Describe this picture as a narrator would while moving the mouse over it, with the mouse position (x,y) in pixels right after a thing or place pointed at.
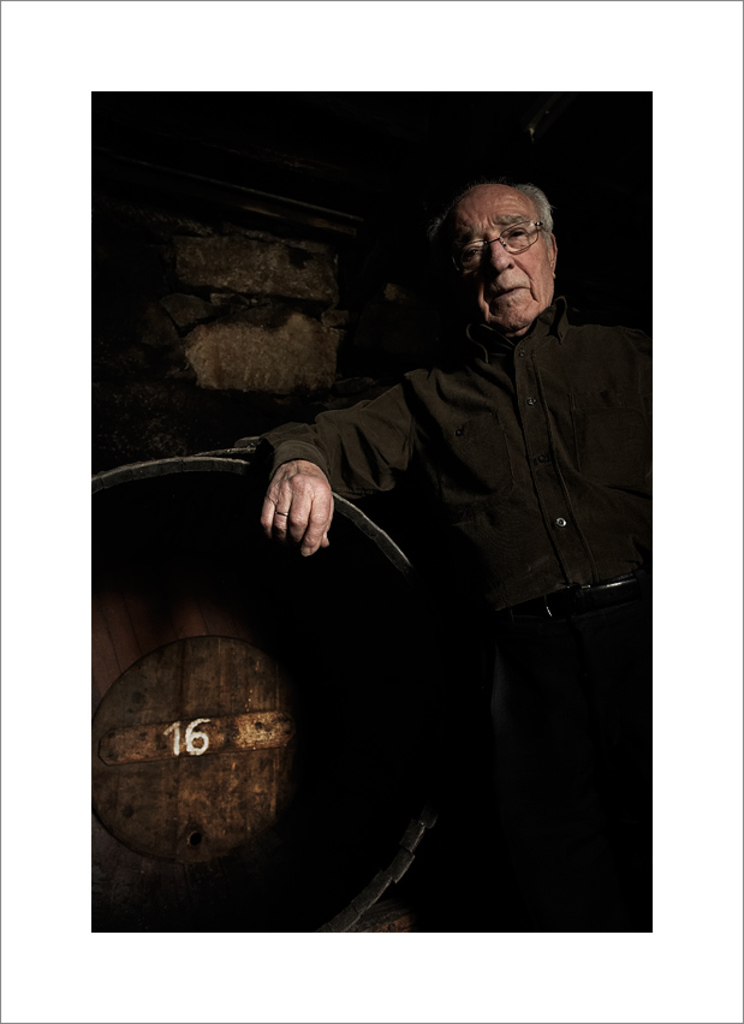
In the picture we can see a old man (487,427) standing and leaning on a round substance (160,725), and he is with black shirt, trouser (534,716) and belt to it and behind him we can see a wall (240,367).
